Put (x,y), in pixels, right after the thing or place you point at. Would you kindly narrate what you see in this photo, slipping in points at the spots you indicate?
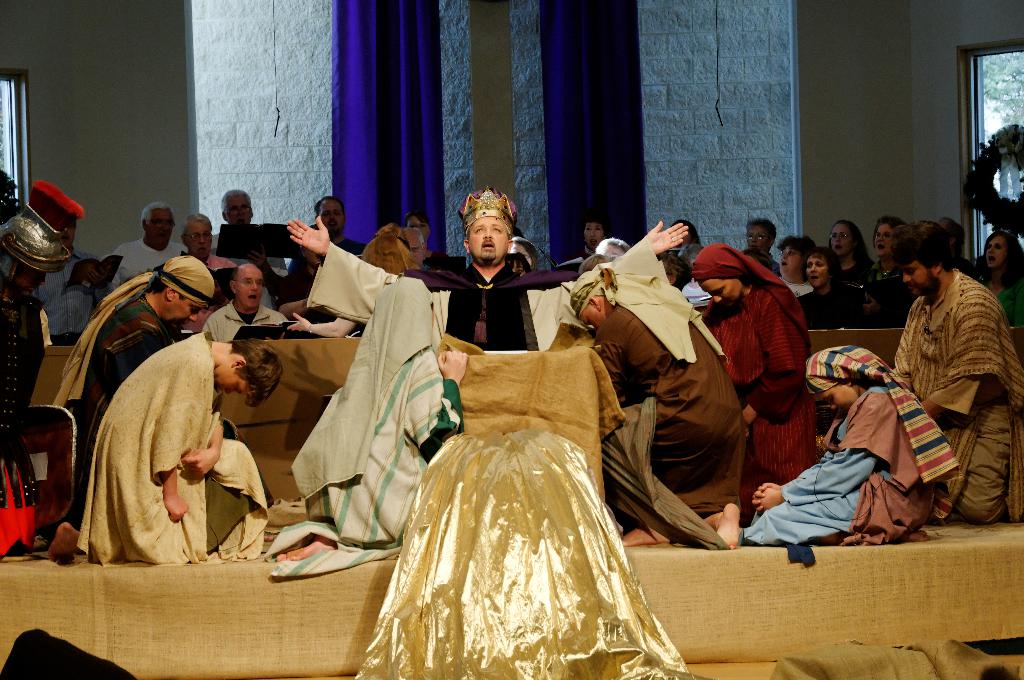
In this image we can see a group of people (703,260) sitting on their knees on the floor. We can also see a group of people (599,219) sitting on the chairs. On the backside (295,119) we can see a wall (456,226), a garland (1018,209), door (996,226) and some curtains (569,209).
